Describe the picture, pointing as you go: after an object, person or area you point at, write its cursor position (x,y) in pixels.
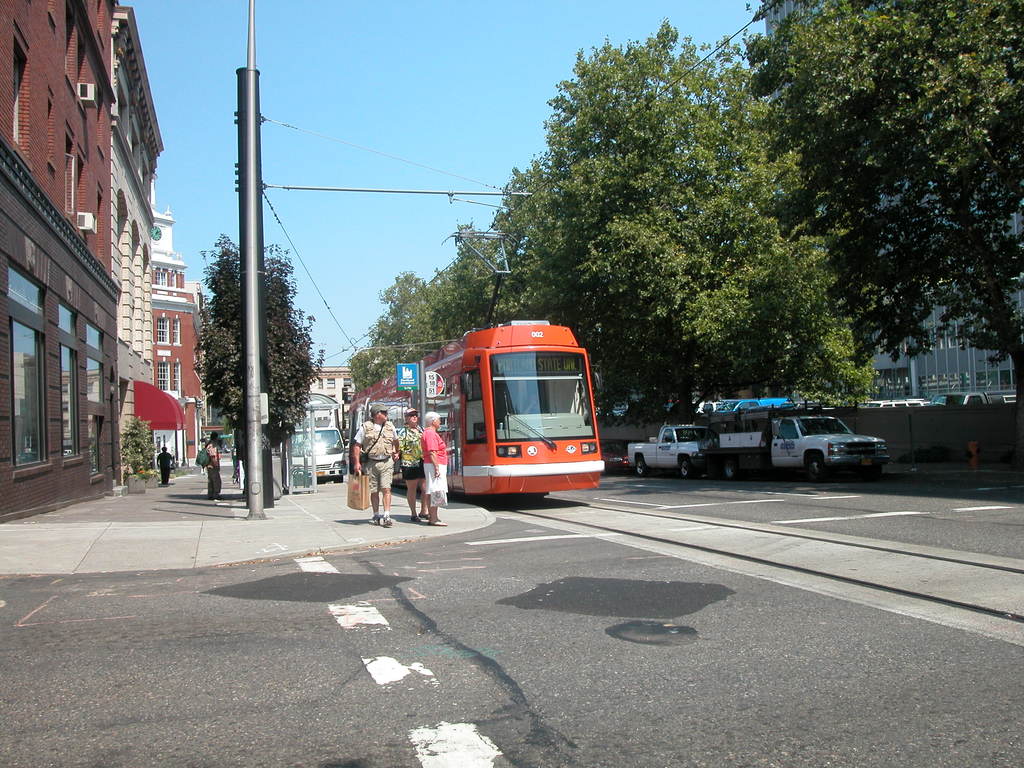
In this picture I can see there is a train (548,428), buildings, trees (371,364) and few people (416,468) standing on the walk way (339,494).
